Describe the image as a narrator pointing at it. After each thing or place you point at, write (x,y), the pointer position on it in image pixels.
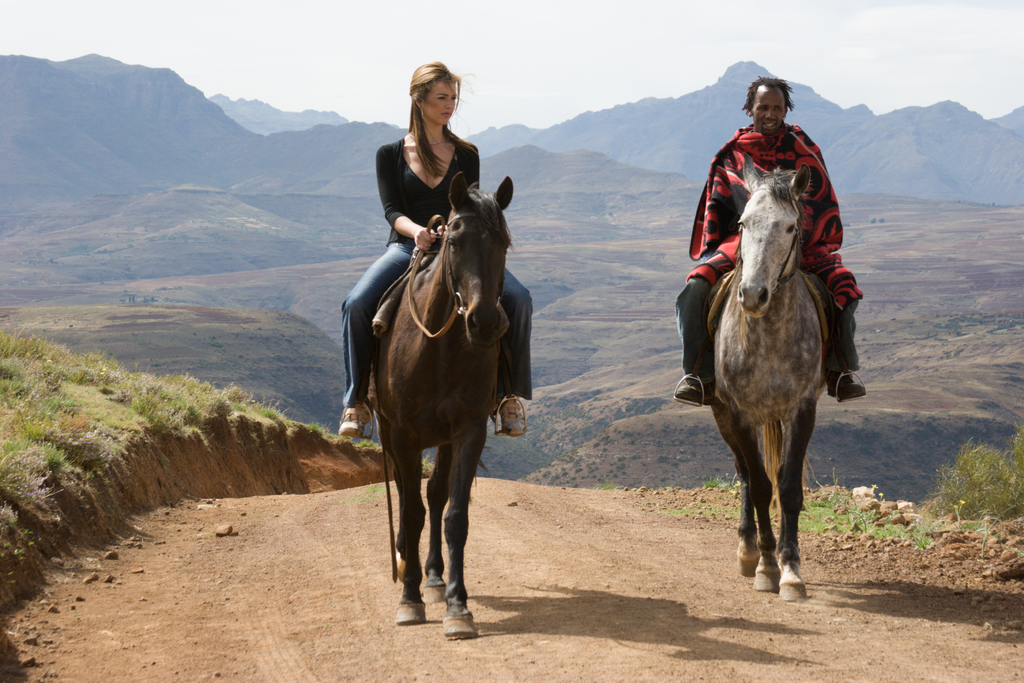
In this picture I can see two persons (723,249) are sitting on the horses (402,385) at the center (399,367). In the background (220,152) there are hills (519,201), at the top (618,43) there is the sky (629,52).
